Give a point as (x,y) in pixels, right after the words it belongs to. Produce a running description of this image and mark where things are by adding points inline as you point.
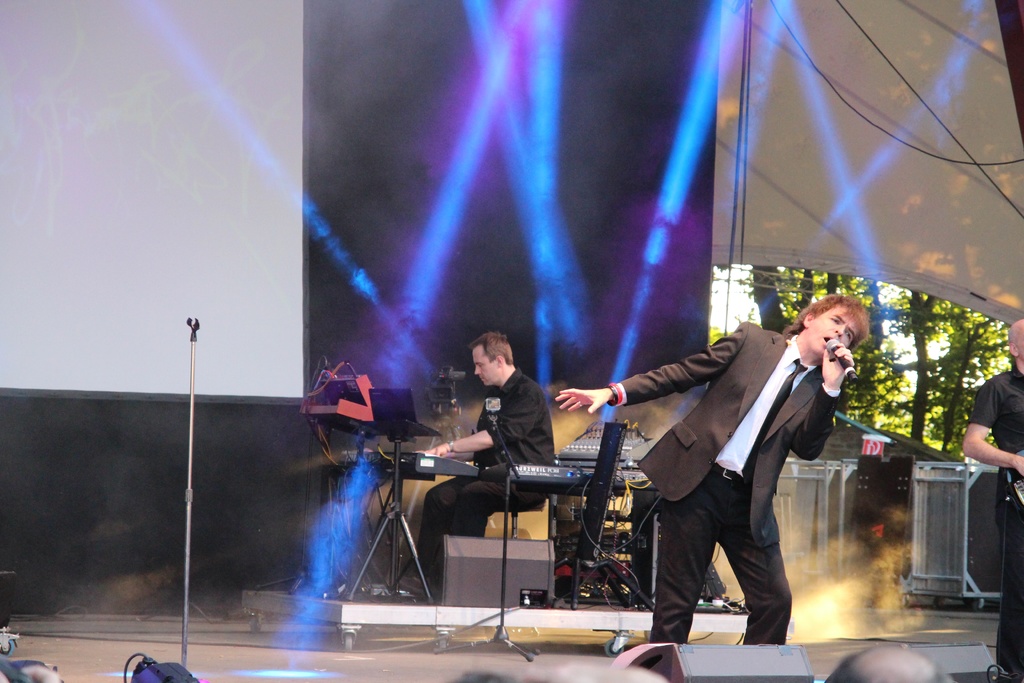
In this picture we can see a man (734,454) holding a microphone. On the right side of the image (1013,449), there is a man (1013,430) standing on the stage (991,623). There is another man (526,496) sitting on a stool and playing a musical instrument (463,469). On the left side of the image (14,287), there is a stand (190,495) and a projector screen (142,260). Behind the people (497,445), there is a music stand (396,495), musical instruments (433,466), cables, lights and there is a camera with a tripod stand (439,408). Behind the stage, there are trees (899,368).
